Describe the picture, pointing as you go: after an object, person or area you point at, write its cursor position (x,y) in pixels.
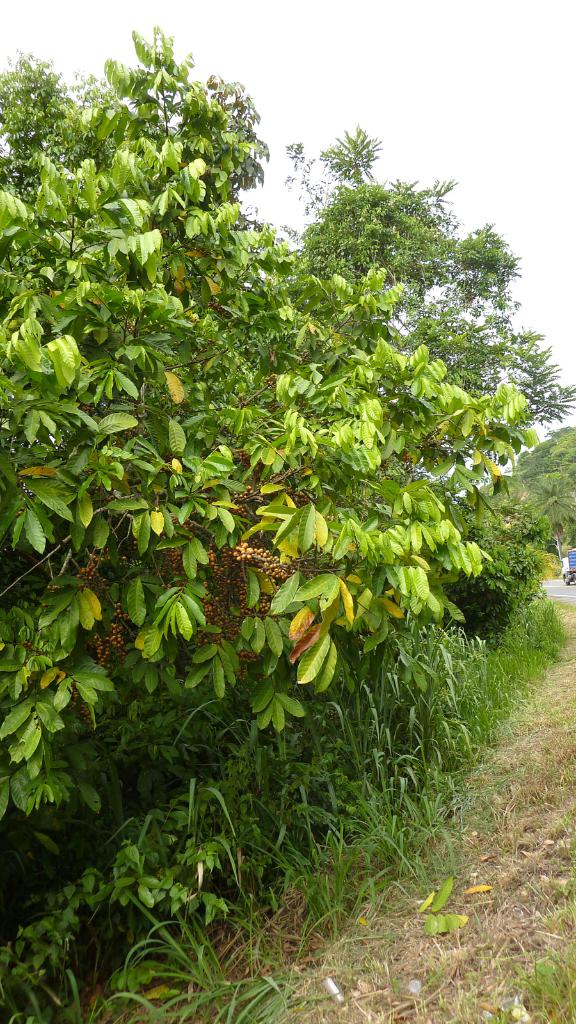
In this image there are some trees (352,623) in middle of this image (379,458) and there is a truck (566,570) at right side of this image (566,572) and there are some grass (478,776) at bottom of this image (442,868) and there is a sky (376,75) at top of this image (402,108).
